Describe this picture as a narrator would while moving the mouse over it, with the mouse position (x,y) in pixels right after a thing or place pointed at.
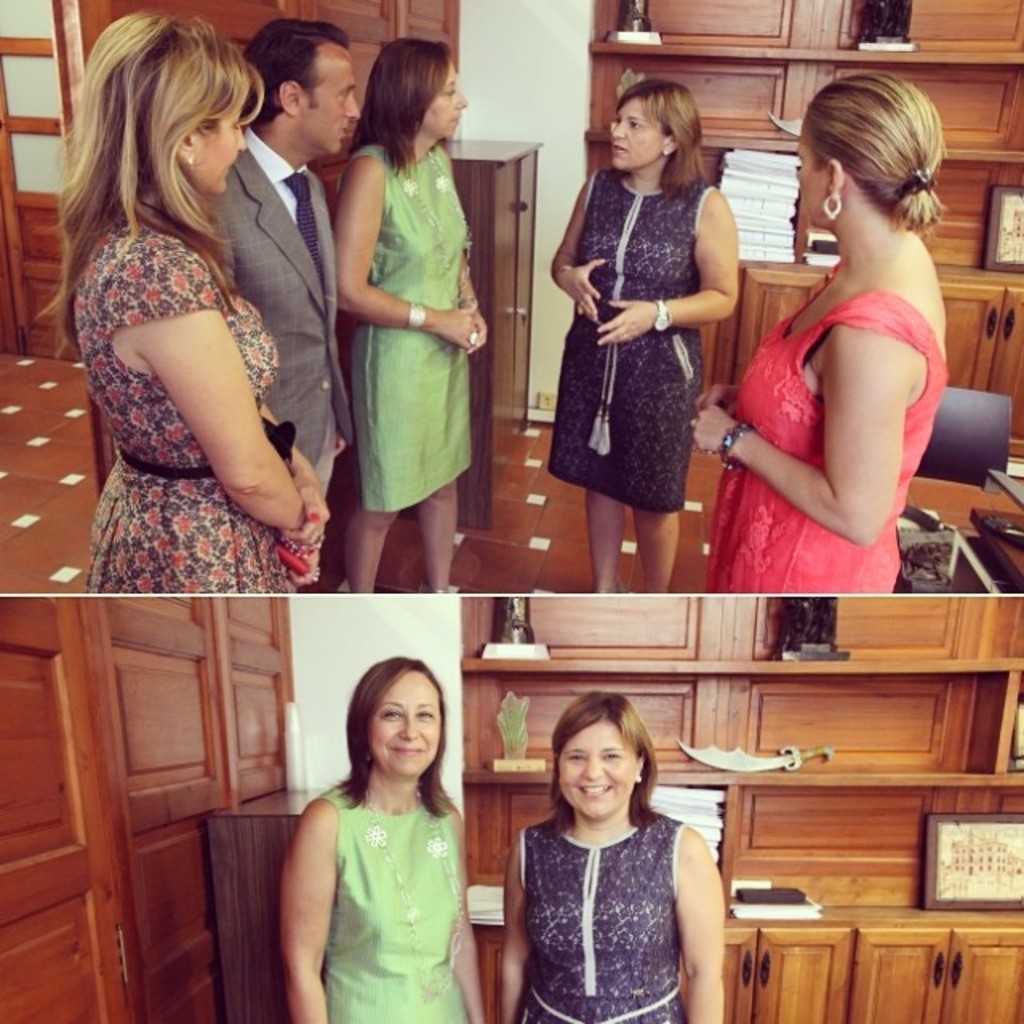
In the picture I can see collage images. At the top of the picture (641,256) I can see five persons (580,345) standing on the floor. There is a man (300,154) on the top left side (263,281) is wearing a suit (280,309) and a tie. I can see a woman (637,384) on the right side (705,309) is speaking. In the background (962,361), I can see the wooden drawers (740,52). At bottom of the picture (356,843) I can see two women (402,807) and there is a smile on their faces (410,749).
